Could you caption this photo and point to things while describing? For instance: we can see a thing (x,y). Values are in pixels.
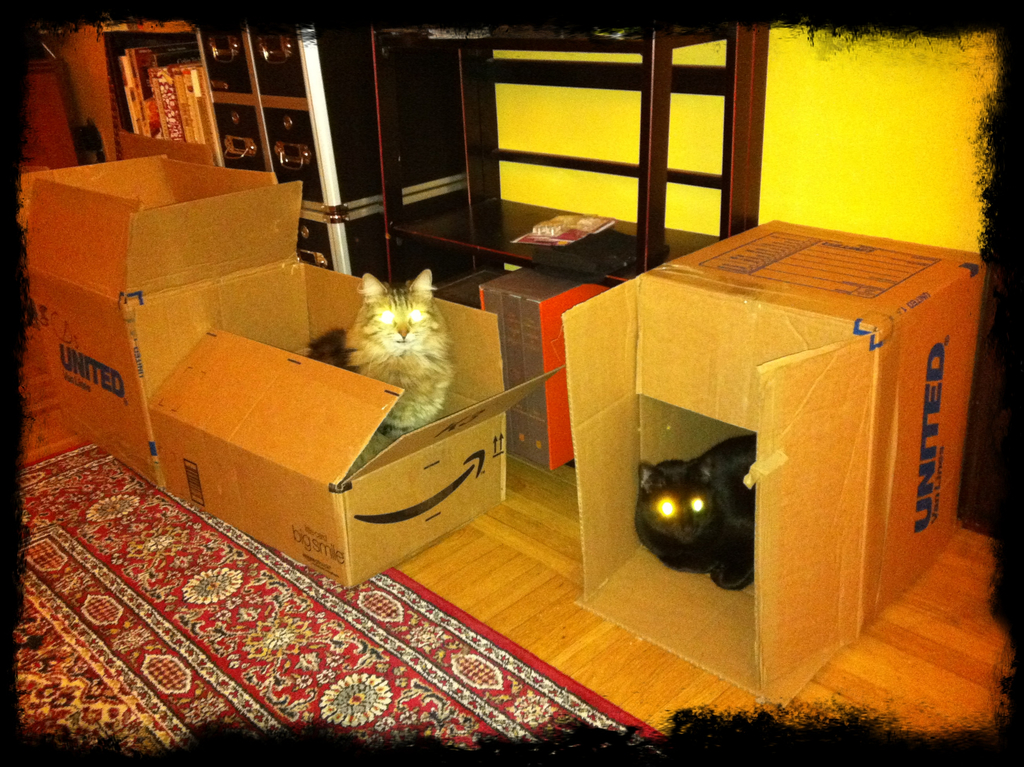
In this image there are some boxes (602,401) and in the boxes (614,433) there are cats (735,494), at the bottom (909,646) there is floor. On the floor (577,623) there is carpet (362,583), and in the background (346,135) there are some shelves (730,127) and some books (195,109) and some other objects (328,104) and wall (802,84).
